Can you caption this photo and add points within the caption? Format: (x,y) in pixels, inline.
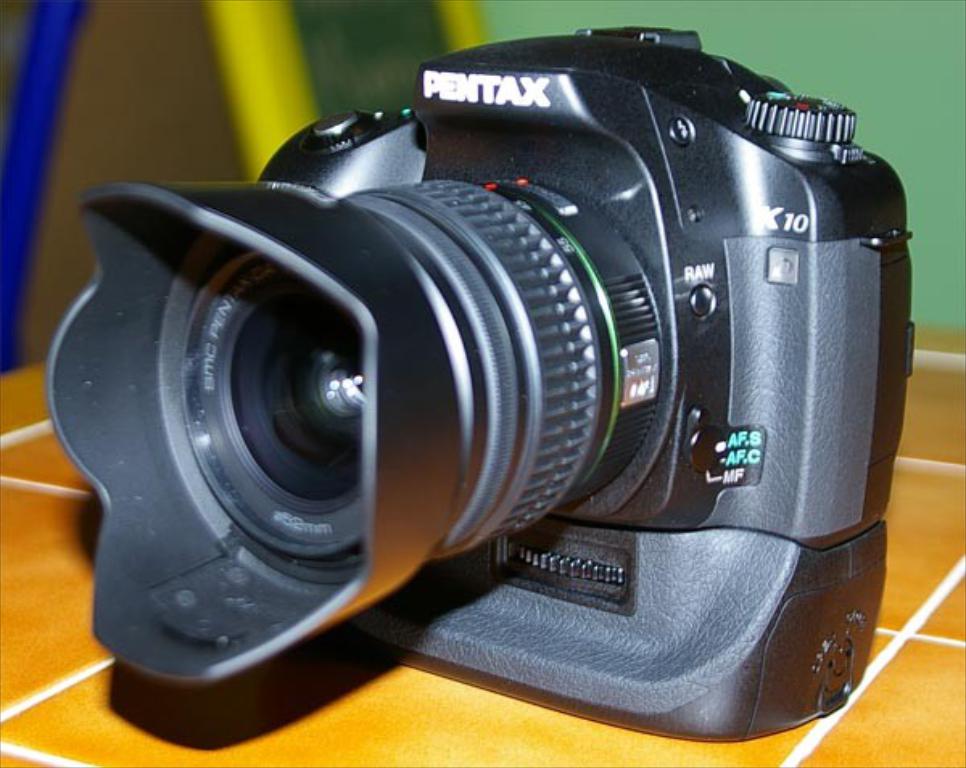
In this image, we can see a camera (653,491) with lens (334,428) is placed on the tile surface (820,751). Background (21,195) there is a blur view.
